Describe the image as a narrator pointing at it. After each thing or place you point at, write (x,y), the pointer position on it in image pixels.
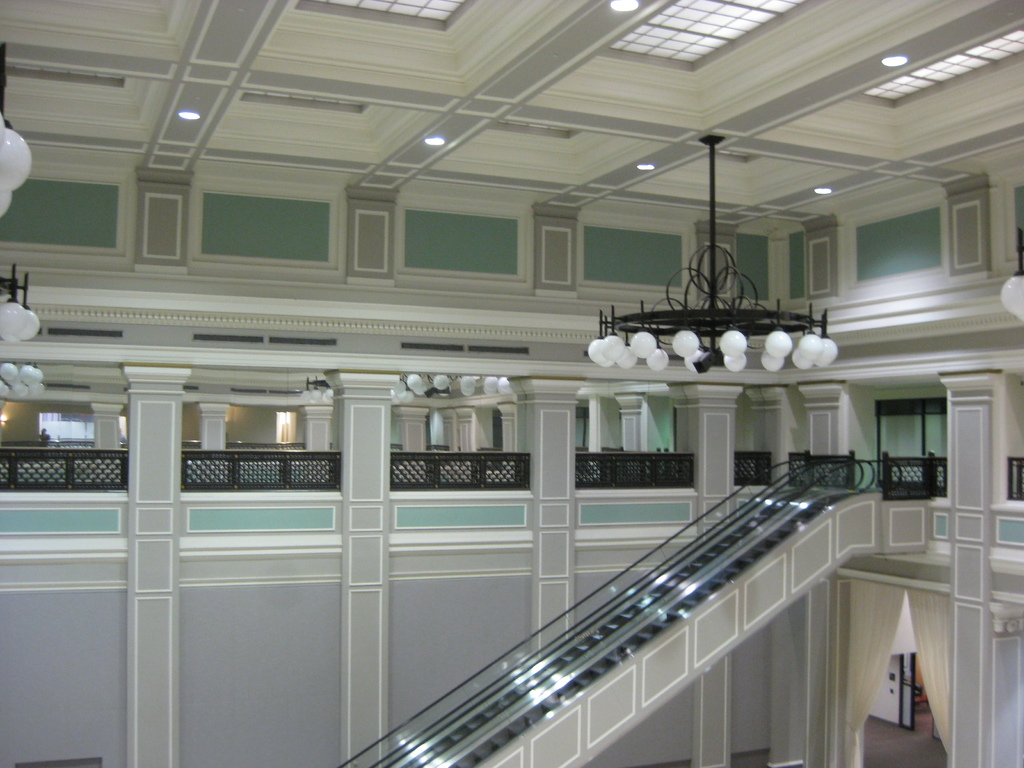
This is an inside view of a building (523,536). At the bottom (688,638) there is an escalator (692,634). In the middle of the image (605,473) I can see the railings (481,480). At the top (198,117) there are few lights (736,12) and there are few chandeliers (729,344) hanging to the roof (407,134).
